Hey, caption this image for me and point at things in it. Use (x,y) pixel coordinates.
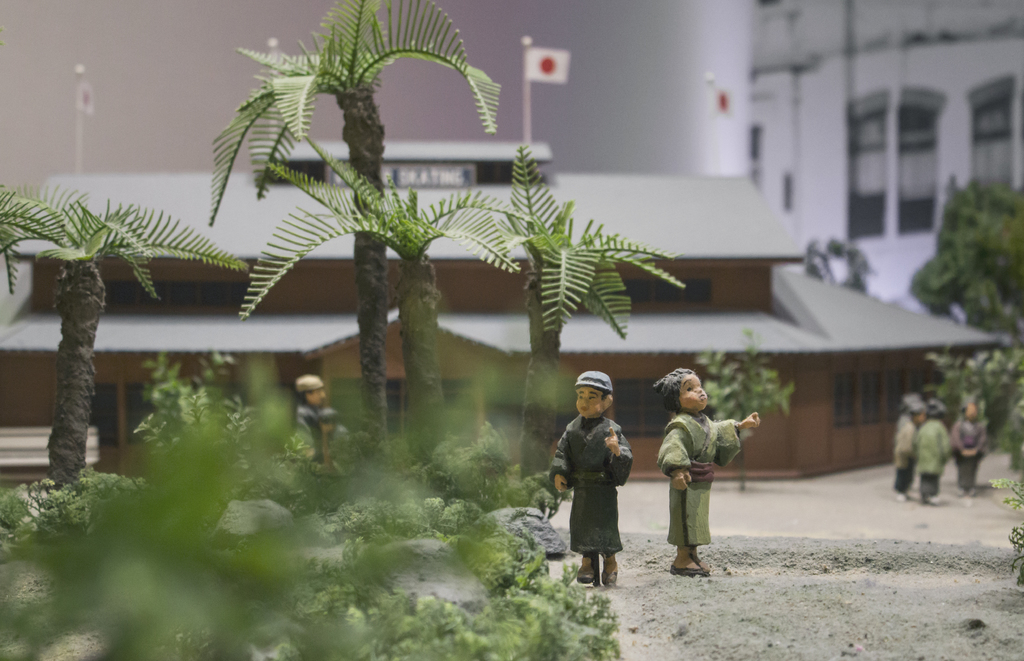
In this image we can see a miniature (738,385). Here we can see trees (638,251), plants (464,496), rocks (558,548), road (799,539), people (688,481), house (685,326), poles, flags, and a building (863,237).
